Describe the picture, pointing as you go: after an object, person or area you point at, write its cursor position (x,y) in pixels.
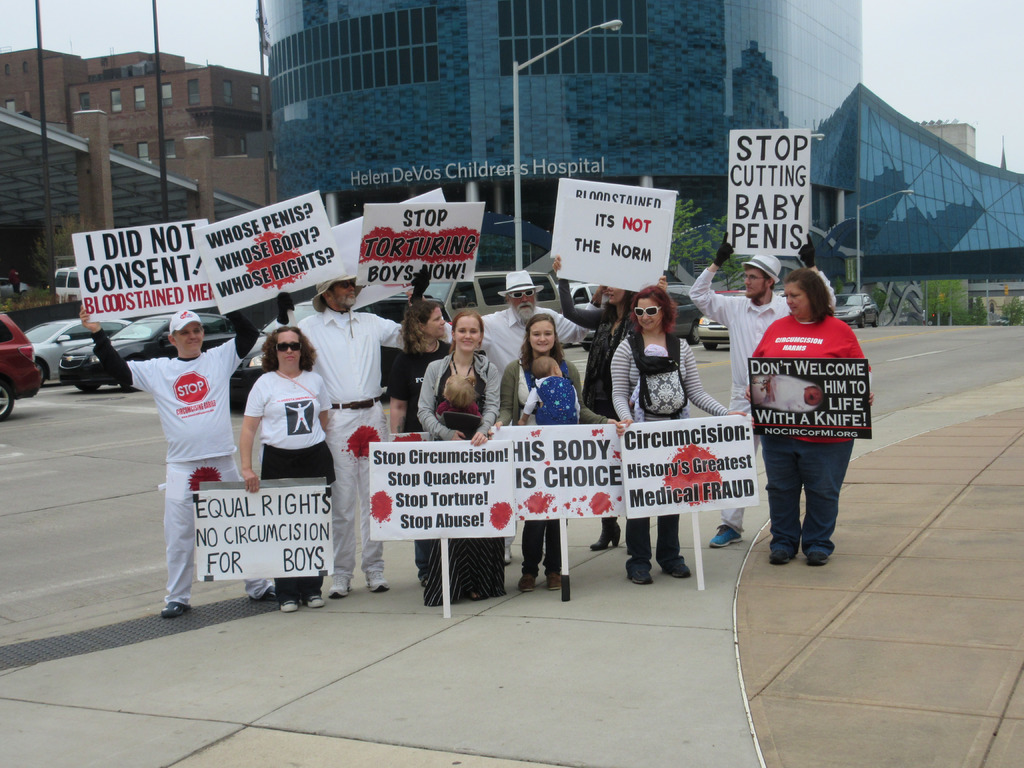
In this image, we can see a group of people (546,325) are standing and holding boards (379,449). Here three women (494,383) are carrying babies (456,401). Background (624,48) we can see buildings (19,151), trees (954,315), poles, pillars (107,196), vehicles (0,376) and sky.
